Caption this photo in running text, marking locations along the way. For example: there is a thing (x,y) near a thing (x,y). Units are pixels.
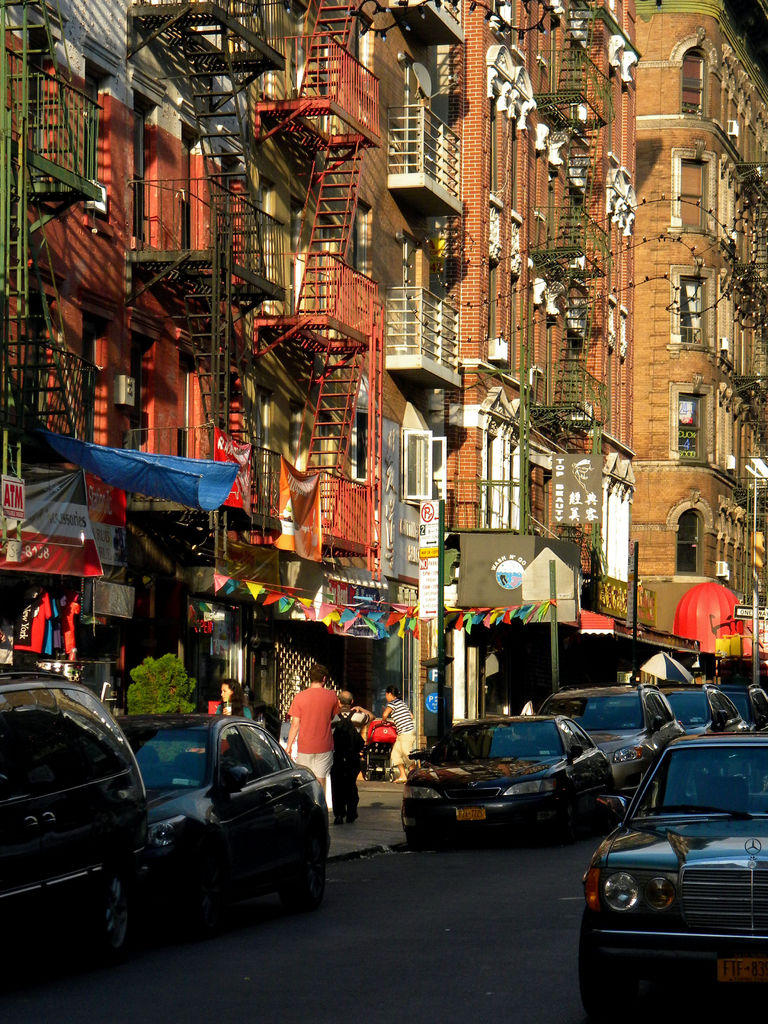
In this image I can see few vehicles (626,947) on the road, in front (638,941) the vehicle (474,802) is in black color. I can also see few persons (314,681) walking, trees (182,707) in green color, buildings (203,652) in brown and cream color.
